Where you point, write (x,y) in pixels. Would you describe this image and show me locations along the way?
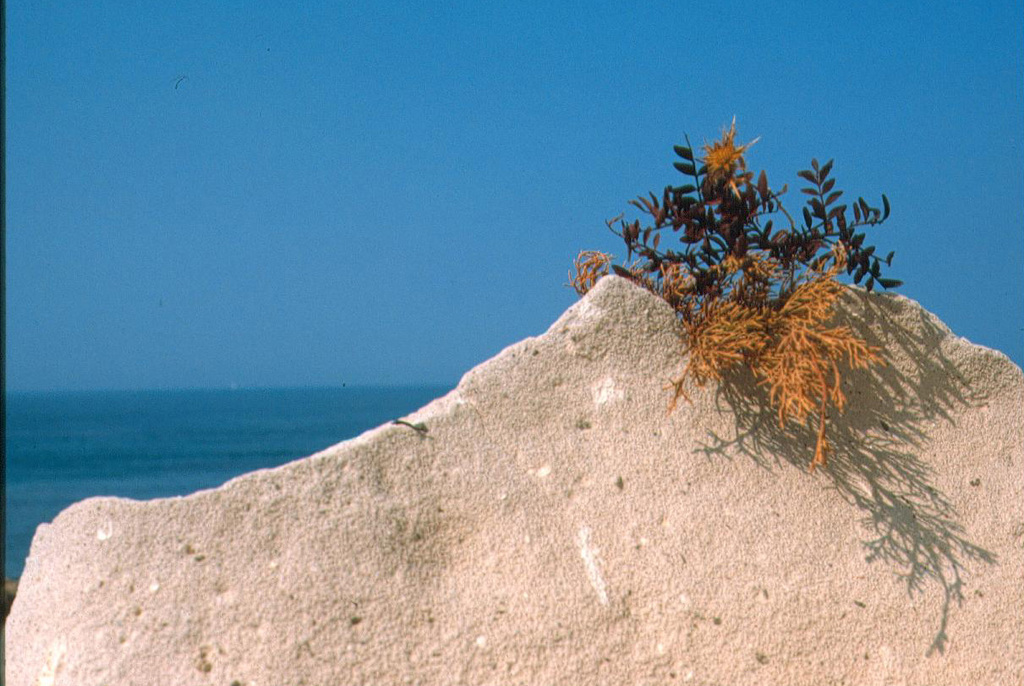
At the bottom of this image (784,623), there is a rock (793,560), on which there are plants (762,342). In the background (423,378), there is water (42,468) and a clear sky (455,198).
